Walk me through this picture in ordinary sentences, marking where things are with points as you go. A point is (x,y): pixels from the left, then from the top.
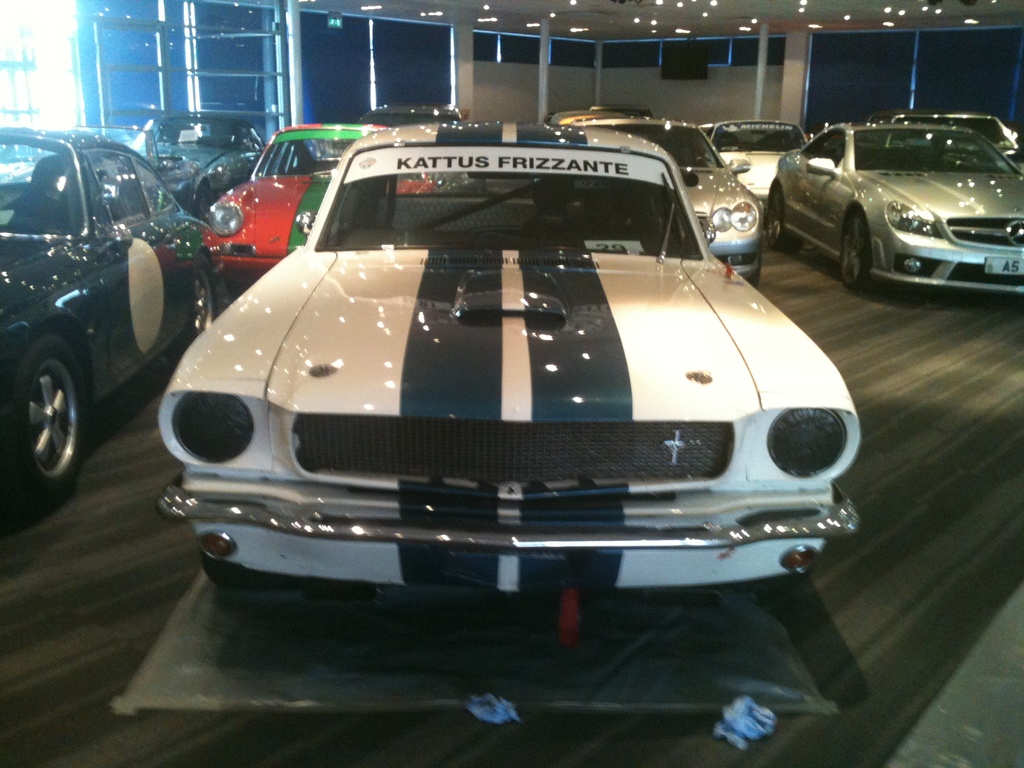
Here we can see vehicles (467,128) on this surface (976,377). Top of the image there are lights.
